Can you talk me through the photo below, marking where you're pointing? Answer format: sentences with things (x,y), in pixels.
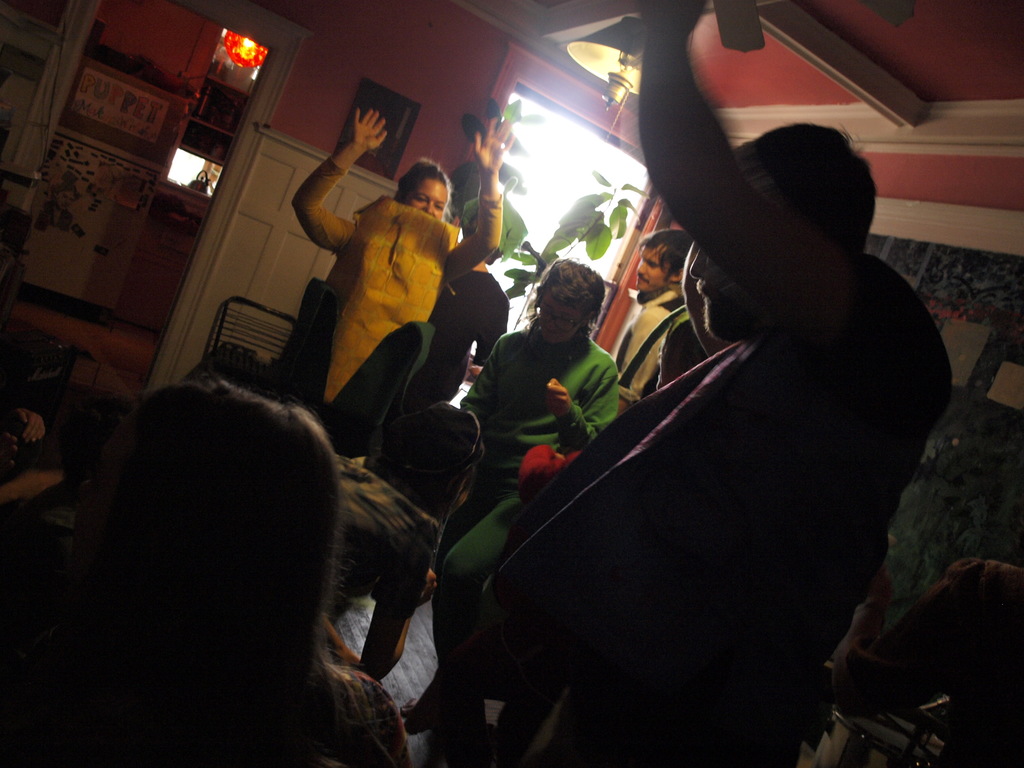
In this image I can see few people (516,416) are wearing different color dresses (659,582). I can see few objects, plants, chair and the frame (360,103) is attached to the wall (435,83).
